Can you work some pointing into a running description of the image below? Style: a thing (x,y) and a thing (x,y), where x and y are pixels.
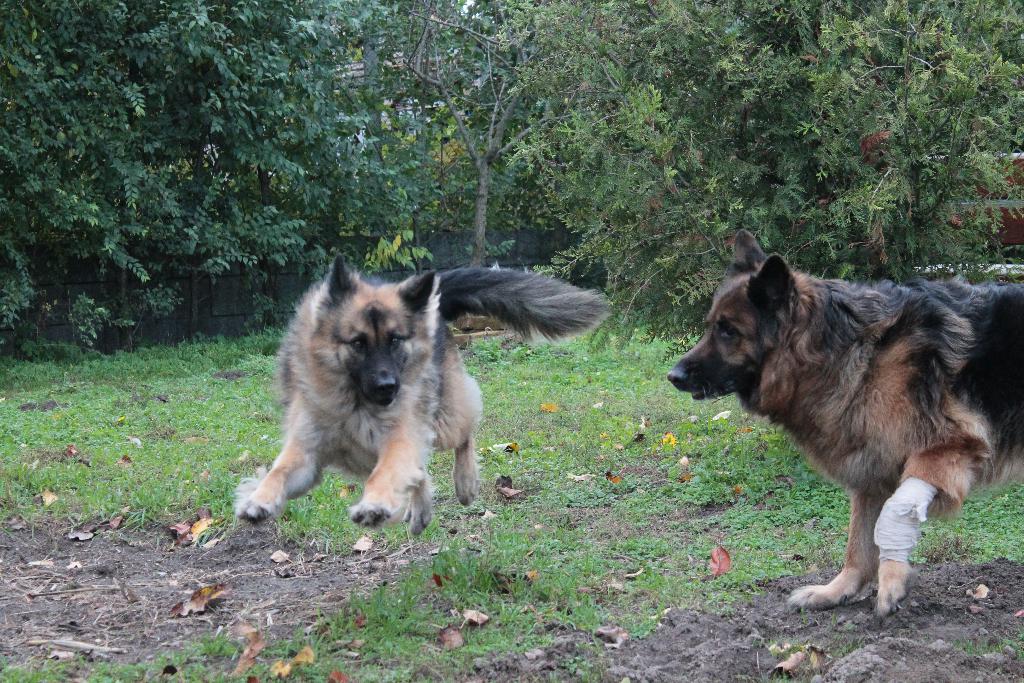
Here in this picture we can see a couple of dogs (773,373) on the ground (535,441), which is partly covered with grass (136,406) over there and behind them we can see plants (373,213) and trees (295,213) present all over there.
